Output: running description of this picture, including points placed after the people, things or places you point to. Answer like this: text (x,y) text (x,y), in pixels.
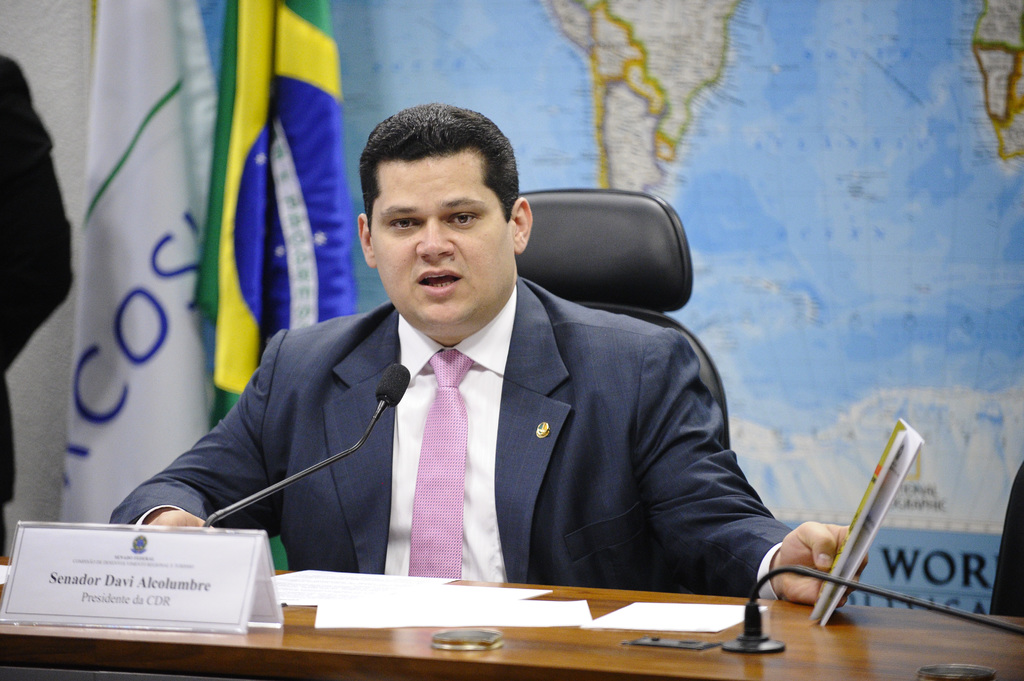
In this image I can see a man (454,342) is sitting on a chair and I can see he is holding a book (890,473). I can see he is wearing formal dress (487,464) and in the front of him I can see a table (394,631). On the table (736,662) I can see few white colour papers (370,622), a white board (237,582), two mics (1001,619) and on the board (123,565) I can see something is written. Behind him I can see two flags (280,205), a map (904,400) and one person (9,186). I can also see a black colour thing (994,602) on the right side of the image (1016,598).
